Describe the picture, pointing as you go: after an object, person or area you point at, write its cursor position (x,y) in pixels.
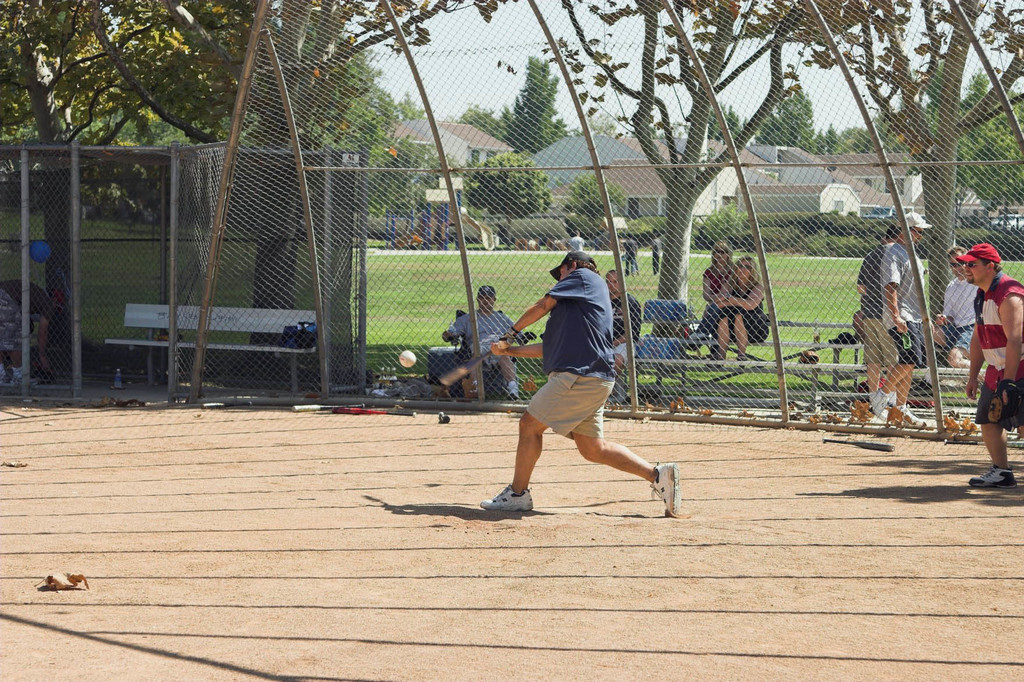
In this picture we can see a group of people (501,323) where some are sitting on benches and some are walking and a man (601,365) holding a bat (451,373) with his hand (505,345) on the ground (515,432) and a ball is in the air, fences (233,139), trees (149,137), houses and some objects (407,215) and in the background (444,69) we can see the sky (834,91).
